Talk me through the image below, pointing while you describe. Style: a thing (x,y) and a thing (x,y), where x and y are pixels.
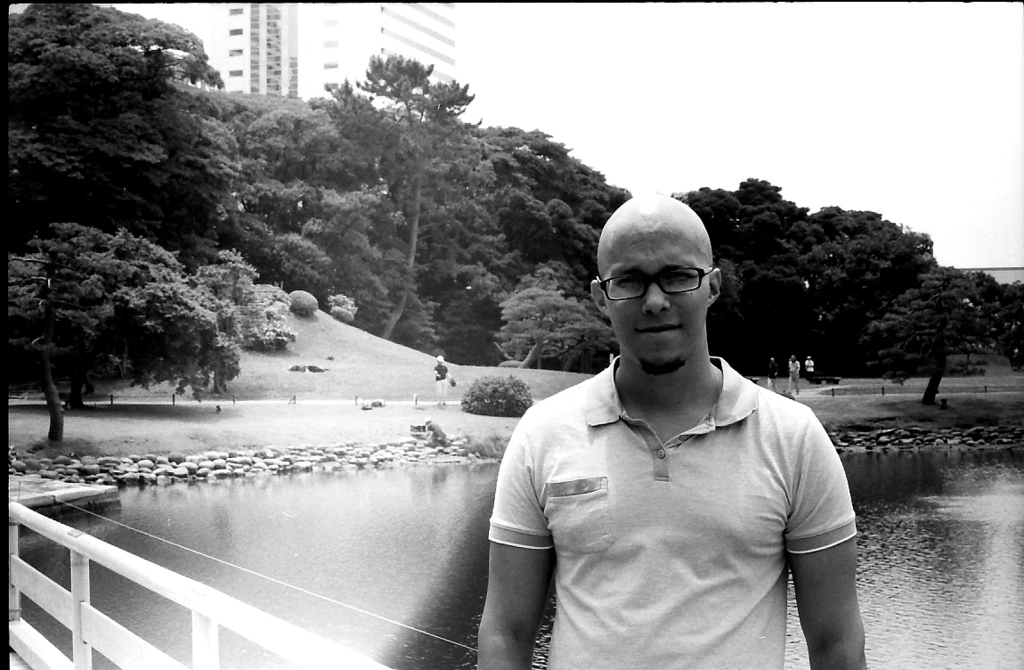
In the image I can see a person (511,534) standing in front of the fencing (196,621) and behind there is a lake (381,629) and around there are some trees (351,250), people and buildings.
